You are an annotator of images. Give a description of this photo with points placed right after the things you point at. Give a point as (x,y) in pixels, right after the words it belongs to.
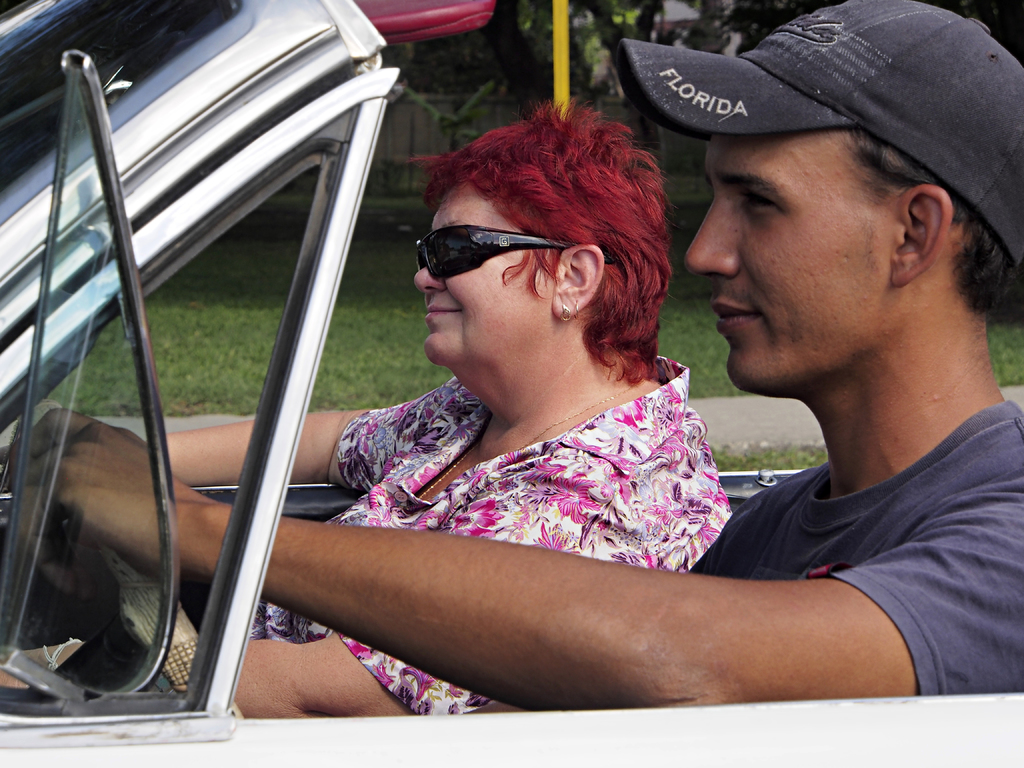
In this image I can see two persons (668,392). One person (843,237) is wearing a cap (757,114) and another one (453,271) is wearing goggles (468,241). And these two people (588,447) are sitting inside the car (222,656). At outside I can see some of the trees (614,43) and grass (243,357).
